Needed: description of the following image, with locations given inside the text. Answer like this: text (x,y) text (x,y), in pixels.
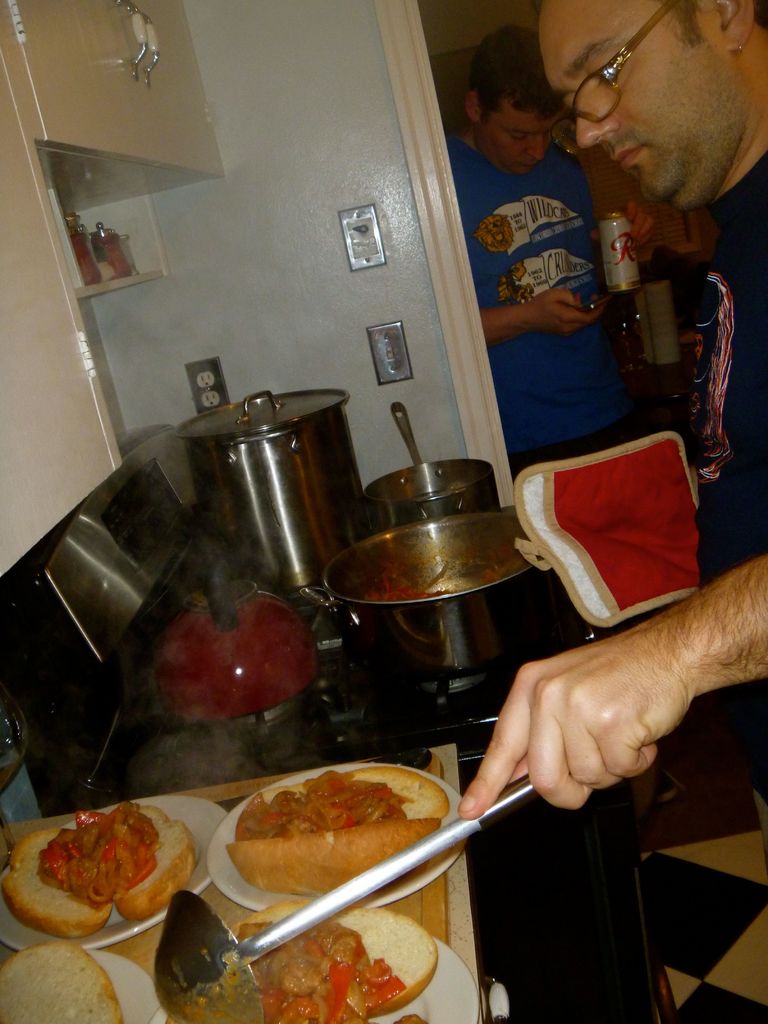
In this image we can see a person (543,693) holding a spatula (255,938) standing beside a table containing some utensils (346,607), stove (412,709), a kettle (258,668) and some food (404,827) in plates (422,876) which are placed on it. On the backside (230,325) we can see a wall (232,312), a cupboard (78,101), some bottles (119,241) in shelf (141,265), a switch board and a person (589,318) standing holding a tin (621,283) and a mobile phone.
